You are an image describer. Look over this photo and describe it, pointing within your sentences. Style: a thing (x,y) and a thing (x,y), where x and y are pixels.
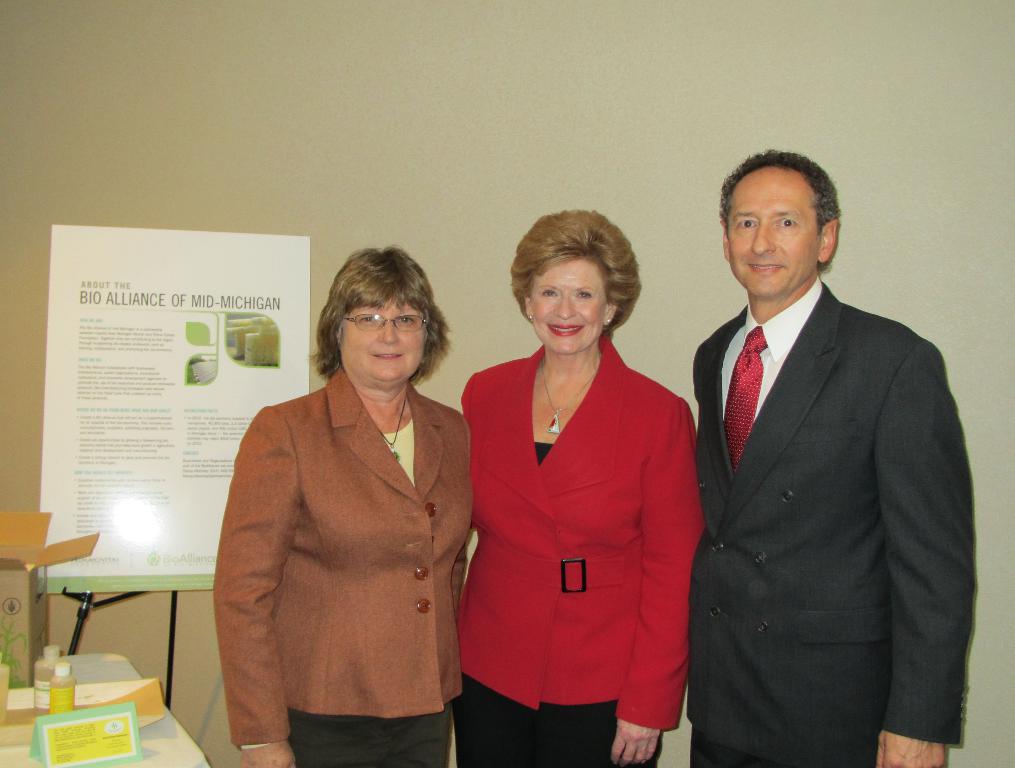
In this image we can see three persons (493,390). Behind the persons (609,225) we can see a wall (534,149). On the left side (77,525) we have a board (104,446) with text (142,496) and a stand (114,599). In the bottom left (62,682) we can see few objects (77,706) on a white surface (166,745).
